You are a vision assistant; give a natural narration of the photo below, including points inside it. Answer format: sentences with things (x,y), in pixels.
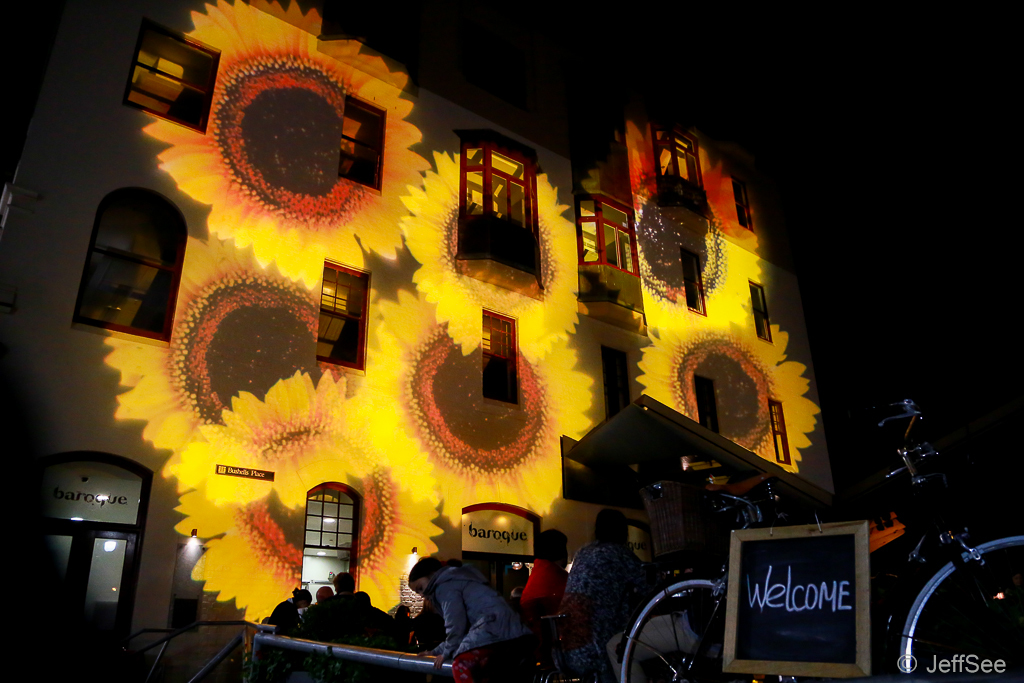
In this picture we can see one building (306,314), on it some flower type light focus (360,388) is focusing. In front of the building (404,405) few people (591,582) are standing.
